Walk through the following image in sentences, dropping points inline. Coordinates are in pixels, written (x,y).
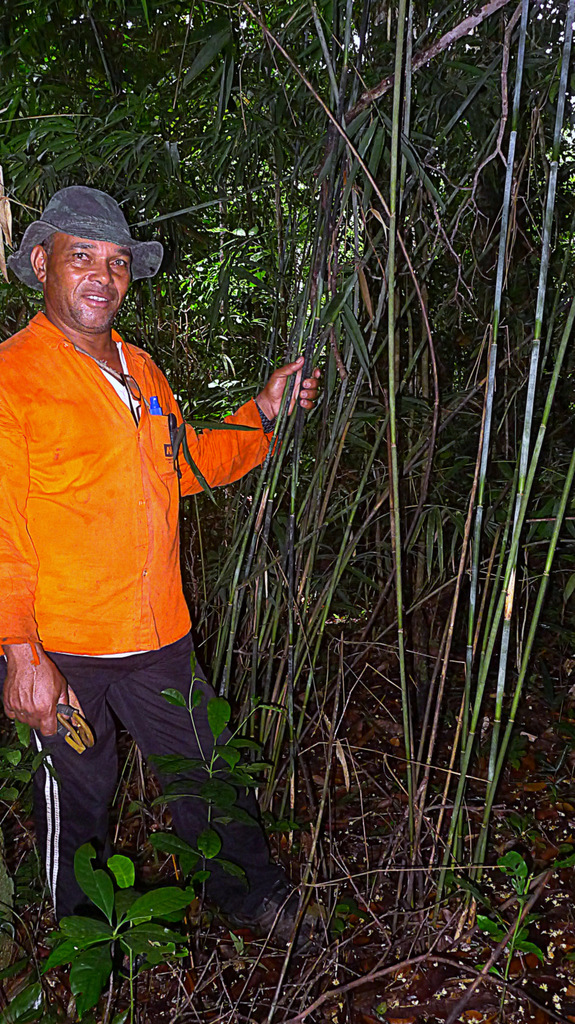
In the foreground of this image (92,403), there is a man (92,486) standing and holding a cutter (82,737) like an object (67,729) and there are few plants (82,955) and the trees (203,169) in the background (144,133).
